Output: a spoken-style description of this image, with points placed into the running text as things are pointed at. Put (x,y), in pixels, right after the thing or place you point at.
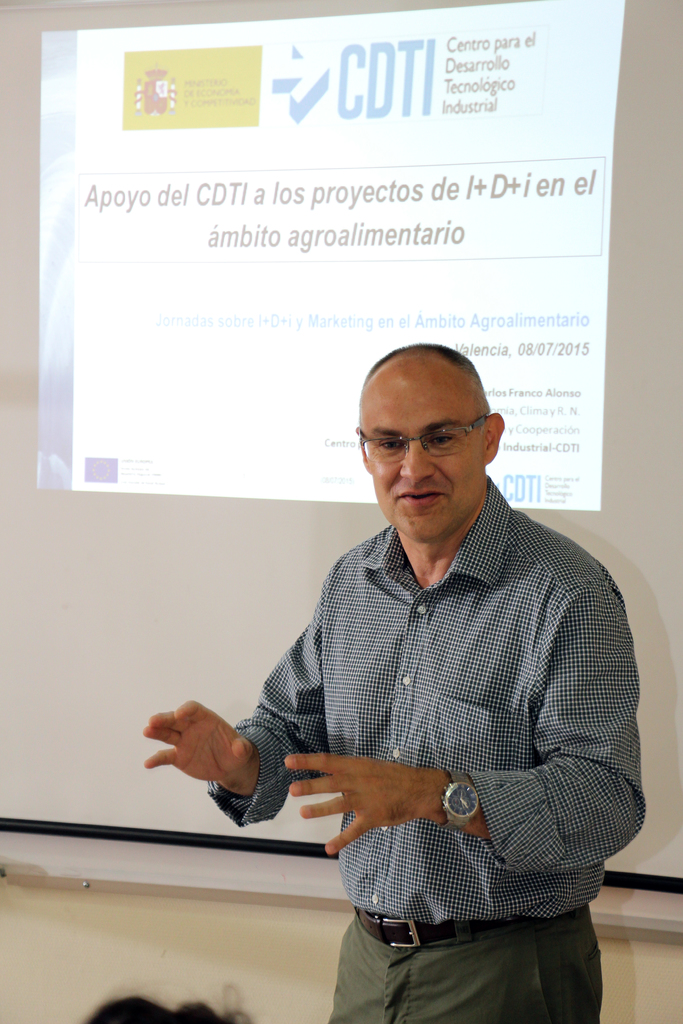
In this image, in the middle (399,610), we can see a man (499,651). On the left side (141,1014), we can see hair (201,1012) of a person (97,1023). In the background (266,506), we can see a screen (235,229) with some pictures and text (506,181) on it.
